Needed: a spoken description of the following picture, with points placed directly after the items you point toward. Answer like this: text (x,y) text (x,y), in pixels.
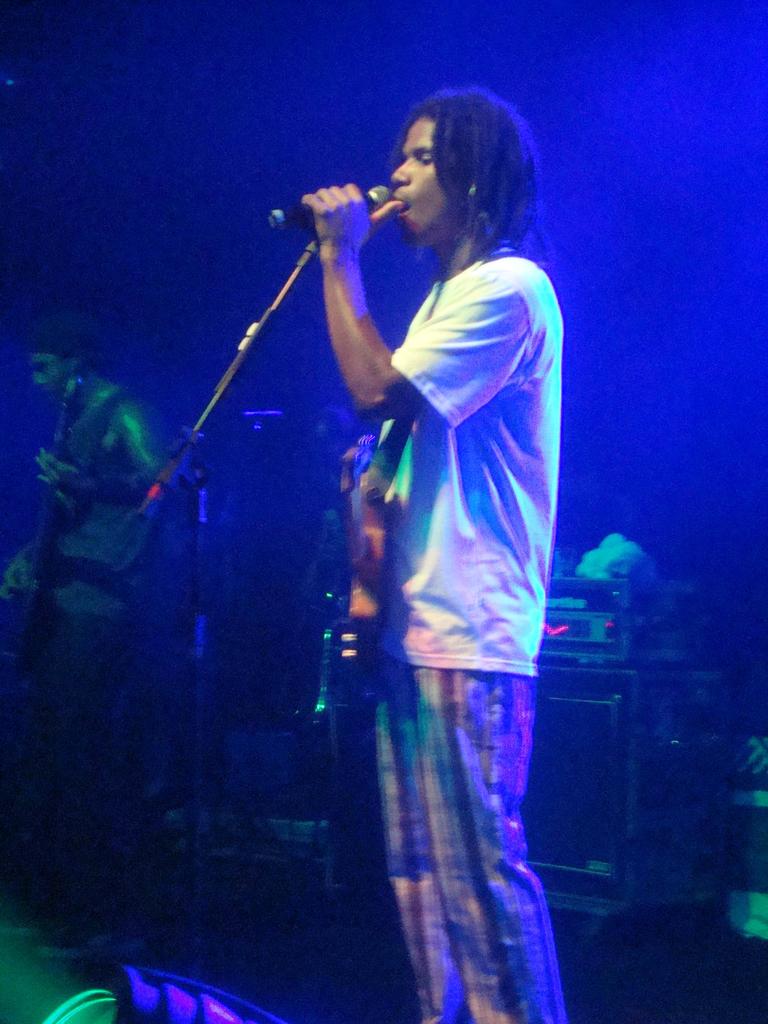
In the middle of this image (376,414), there is a person (501,511) in white color T-shirt (510,531), holding a guitar (359,501) with a hand (366,471), standing, holding a mic (304,219) which is attached to a stand (152,500) and doing a performance on a stage (321,976). In the background (113,509), there is another person (114,496) playing a guitar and there are other objects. And the background (318,497) is violet in color.
